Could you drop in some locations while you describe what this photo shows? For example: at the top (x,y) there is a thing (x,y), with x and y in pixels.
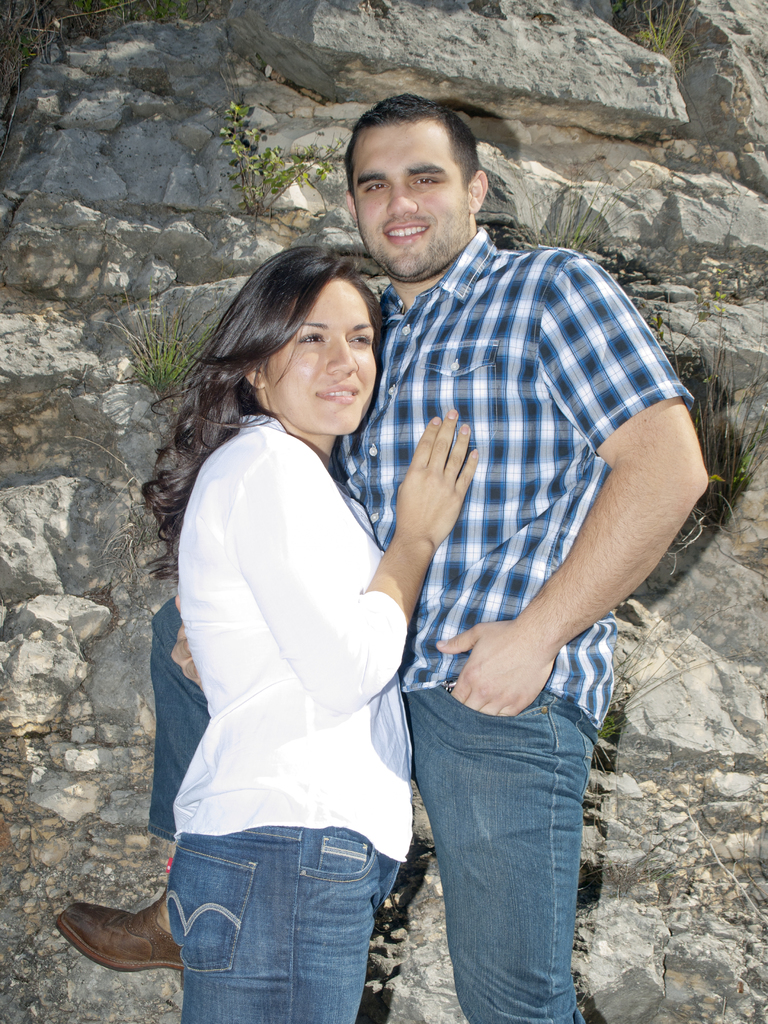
In the image I can see a lady (210,592) and a guy (537,285) who are standing and behind there are some rocks (63,495).
